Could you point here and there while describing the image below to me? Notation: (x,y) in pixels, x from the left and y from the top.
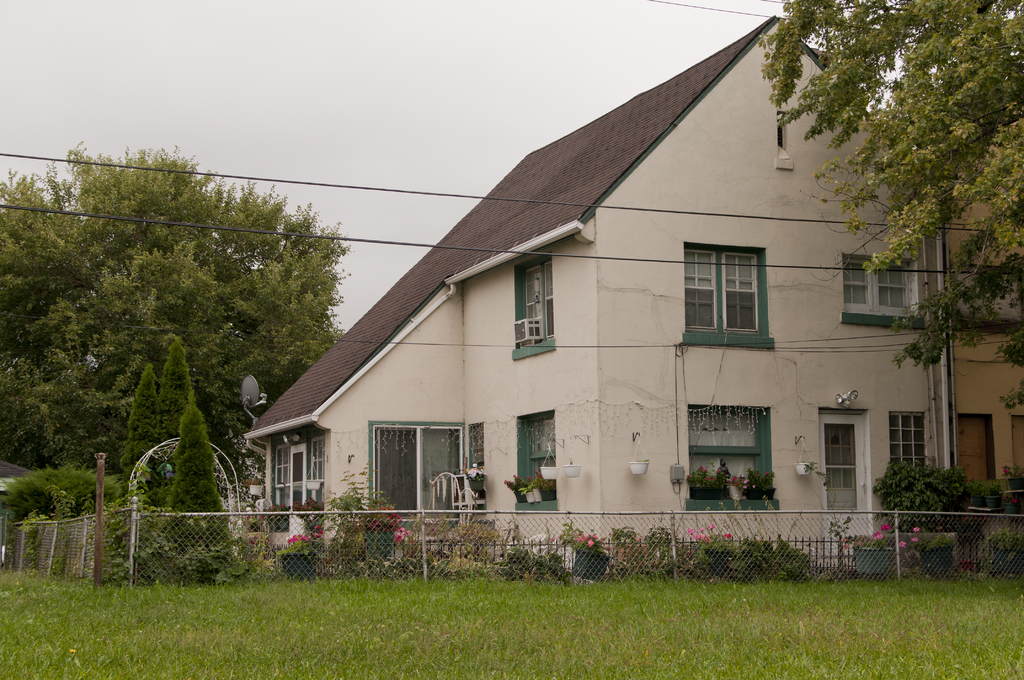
In the center of the image (587,366) we can see a house (697,232), wall (745,144), windows (748,295), light (837,399), flower pots (698,492), bushes (464,542), flowers (699,530), pipes (937,445), trees (1016,197), fencing (137,528) are there. At the bottom of the image (530,641) grass (433,660) is present. At the top of the image (264,60) sky (205,66) is there. In the middle of the image (364,242) wires (158,170) are there.
